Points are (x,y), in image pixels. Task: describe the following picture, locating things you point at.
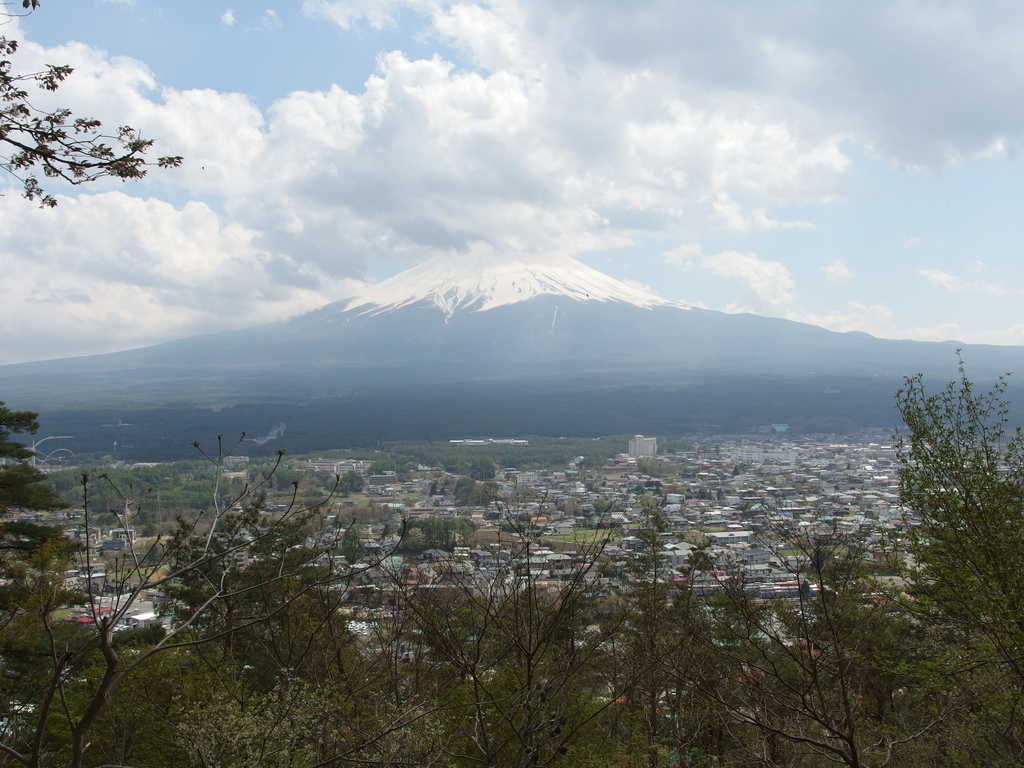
This picture is clicked outside the city. In the foreground (418,730) we can see the trees (177,532). In the center (640,452) we can see many number of houses (633,478) and buildings (655,438). In the background (446,92) we can see the sky (292,88) which is full of clouds (647,165) and we can see the hills (524,333).
